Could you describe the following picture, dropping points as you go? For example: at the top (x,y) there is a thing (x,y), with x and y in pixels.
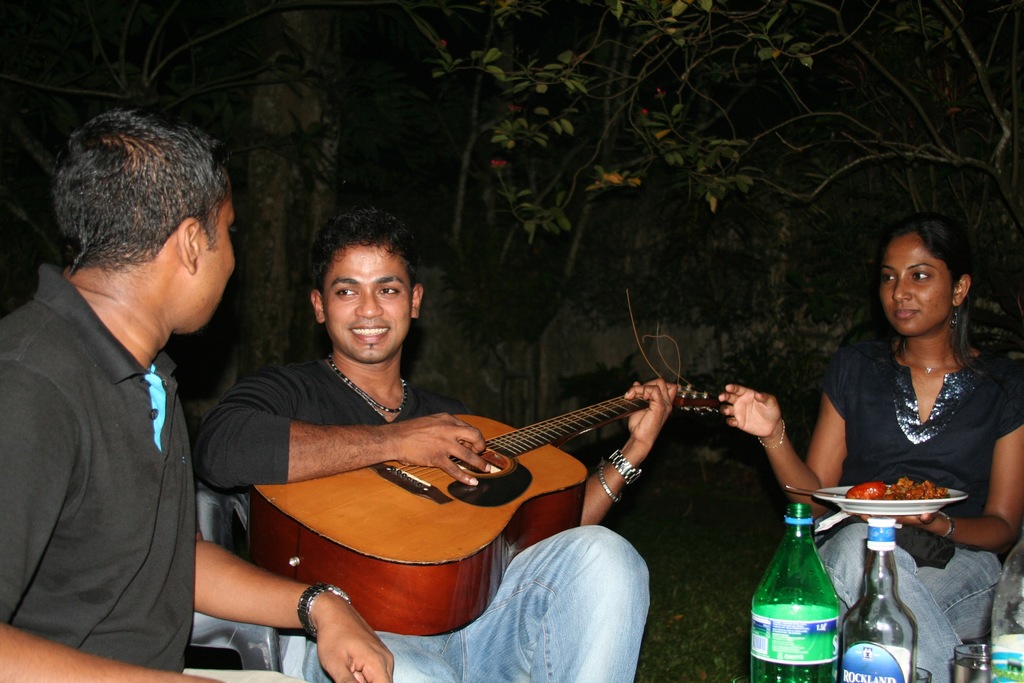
this is an image clicked in the dark. Here I can see two men (157,473) are wearing black color dress (143,480) and sitting on the chairs (264,634). On the right side of the image (913,227) I can see a woman (991,551) sitting on the chair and holding a plate (916,511) with some food (922,493). On the right bottom of the side I can see few bottles (856,646). A man (568,569) who is in the middle (350,444) is holding a guitar (417,518) in his hands (465,482) and smiling.
